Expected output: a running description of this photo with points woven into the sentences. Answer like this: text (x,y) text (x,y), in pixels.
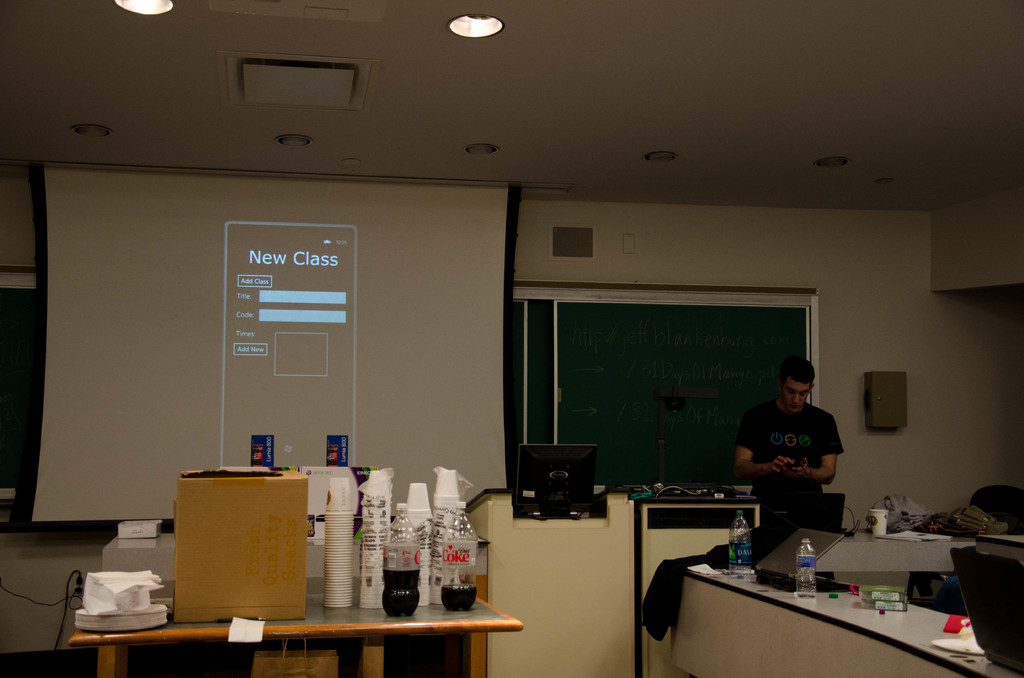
In this image I can see one person (788,425) is standing and holding something. I can see few laptops (780,516), bottles (801,588) and few objects (885,530) on the table (831,638). In front (288,557) I can see the cardboard box (219,516), cups (384,533), coke bottles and few objects (148,580) on the table (361,622). Back I can see few boards (576,329), screen (469,316), lights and the wall (748,230).
